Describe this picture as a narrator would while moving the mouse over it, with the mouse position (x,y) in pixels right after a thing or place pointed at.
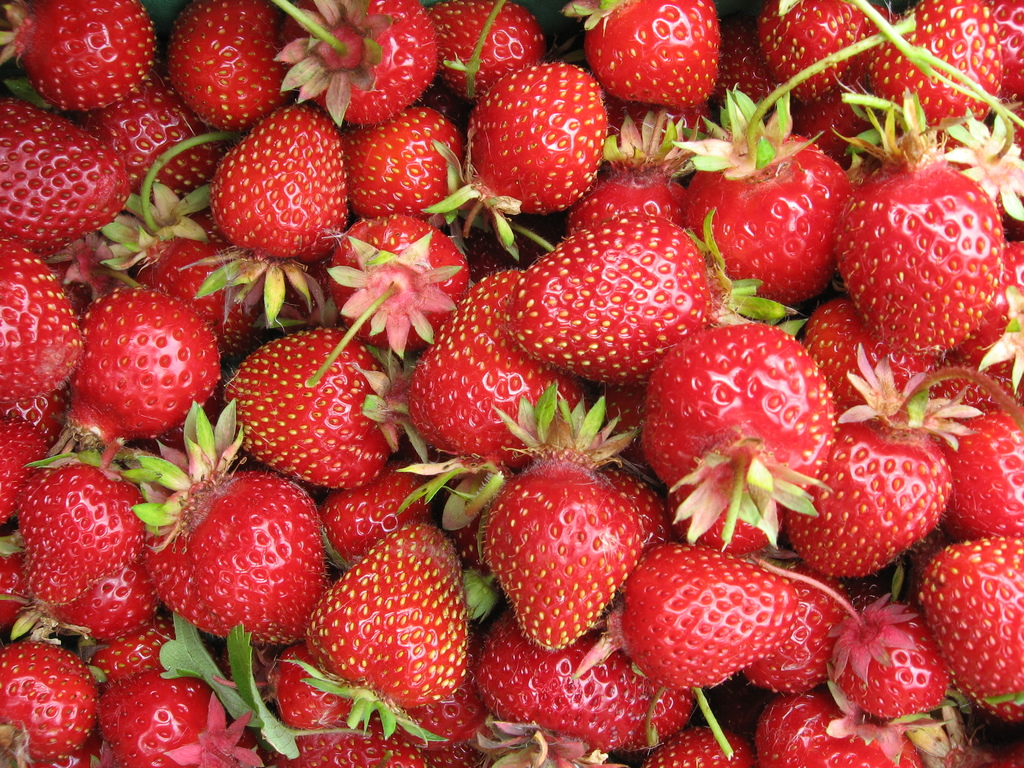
In this image we can see many strawberries (398,322), they are in red color.
